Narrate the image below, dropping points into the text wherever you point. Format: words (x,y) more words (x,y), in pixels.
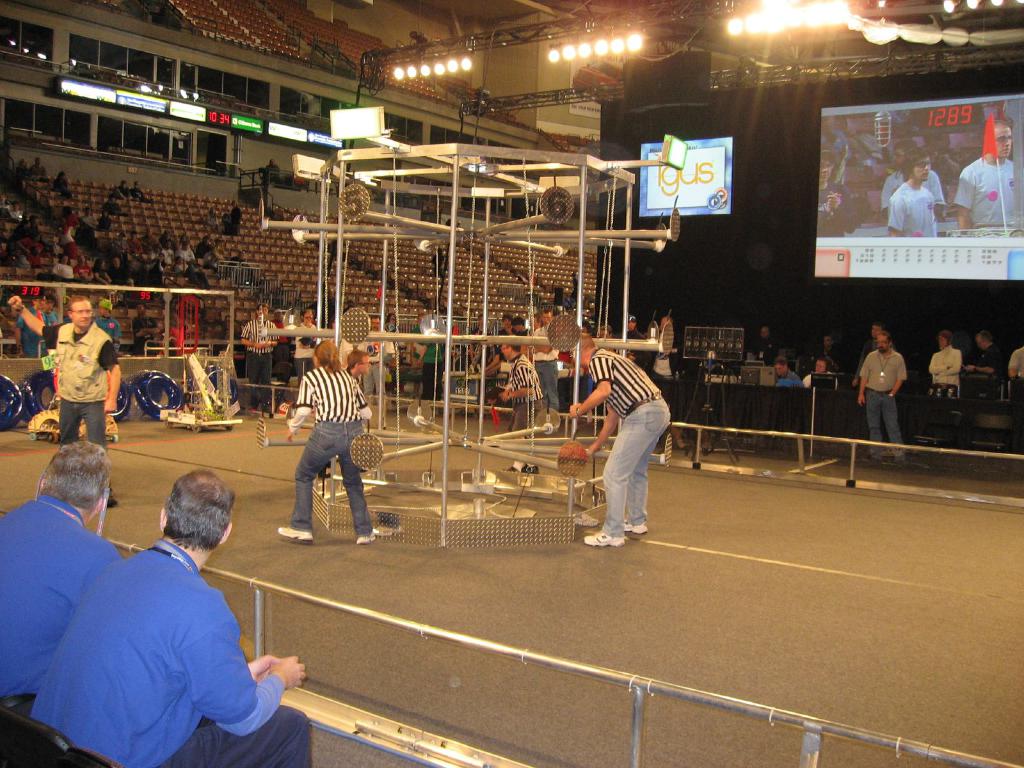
This image is in an indoor stadium (196,106), in this image there are a few people (114,248) seated on the chairs (197,219), at the back of the image (836,220) there is a screen (834,204), in front of the screen (839,257) there are a few people (515,382) inside a ring (443,489) holding a metal structure (418,532).
